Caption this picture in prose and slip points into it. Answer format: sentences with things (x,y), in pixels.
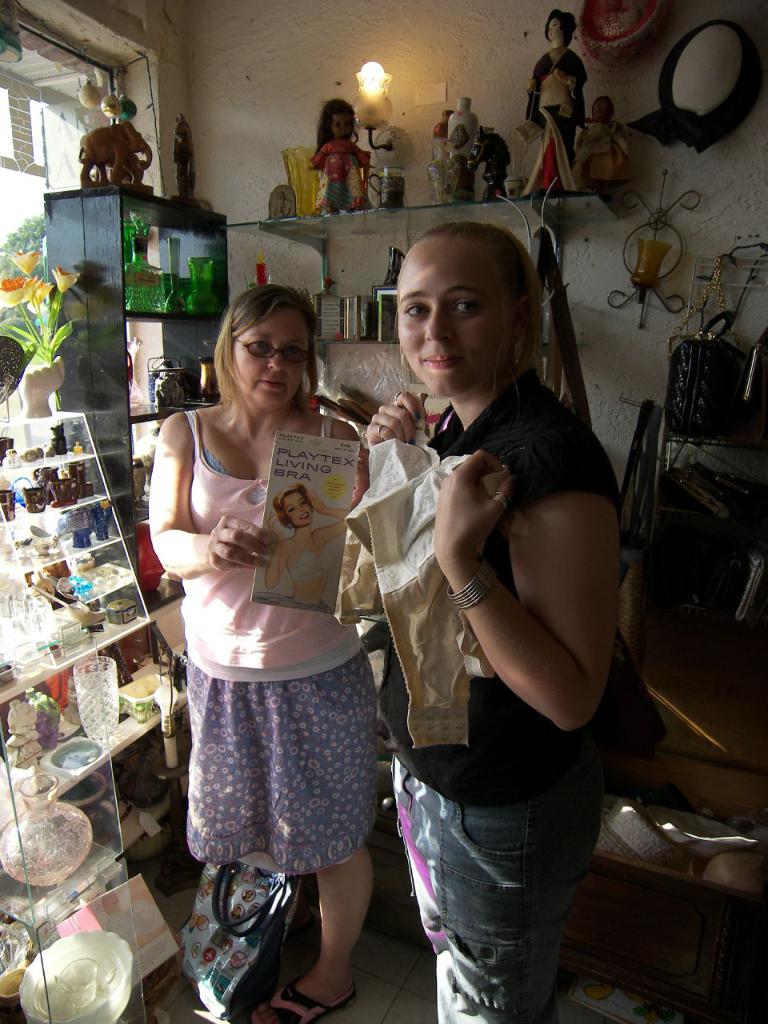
In the middle of the image (501,361) two women (508,374) are standing and holding a cloth (464,694) and book (296,598). Behind them there is a wall (432,126), on the wall (432,126) there are some glasses (172,247) and bottles (148,271) and toys (332,169).
